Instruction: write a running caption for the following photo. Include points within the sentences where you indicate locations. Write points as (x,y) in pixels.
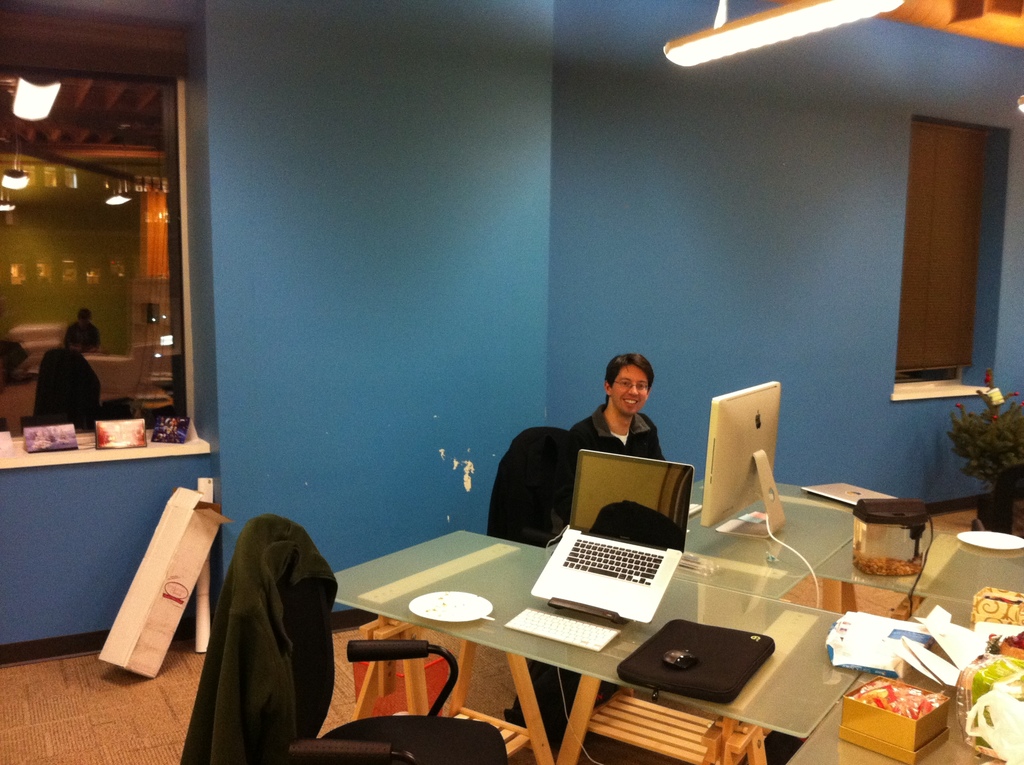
In this picture there is a guy (613,424) sitting at the table (698,503) and apple monitor (744,507) is in front of him. We also see an empty chair (413,718) with laptop (616,499) on the table (462,683), to the right side of the image (886,538) there are many containers (885,560) and there is also a tree (992,454) in the background (979,457). We observe a glass window (941,378) with a curtain (941,349) and to the left side of the image (127,286) there is a glass window (92,234) and there is a light (807,14) to the roof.
